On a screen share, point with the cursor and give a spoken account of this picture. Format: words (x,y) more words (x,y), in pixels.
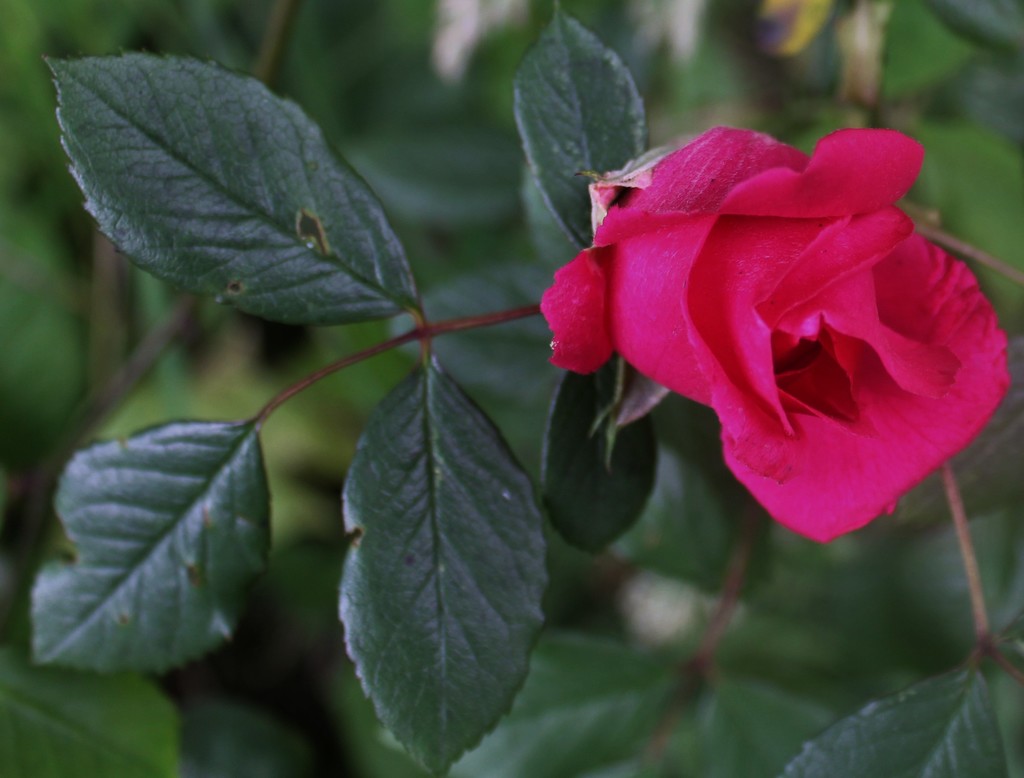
In this picture we can see a flower (699,334), leaves (564,184) and stems (423,356). Background (1001,546) is blurry.
